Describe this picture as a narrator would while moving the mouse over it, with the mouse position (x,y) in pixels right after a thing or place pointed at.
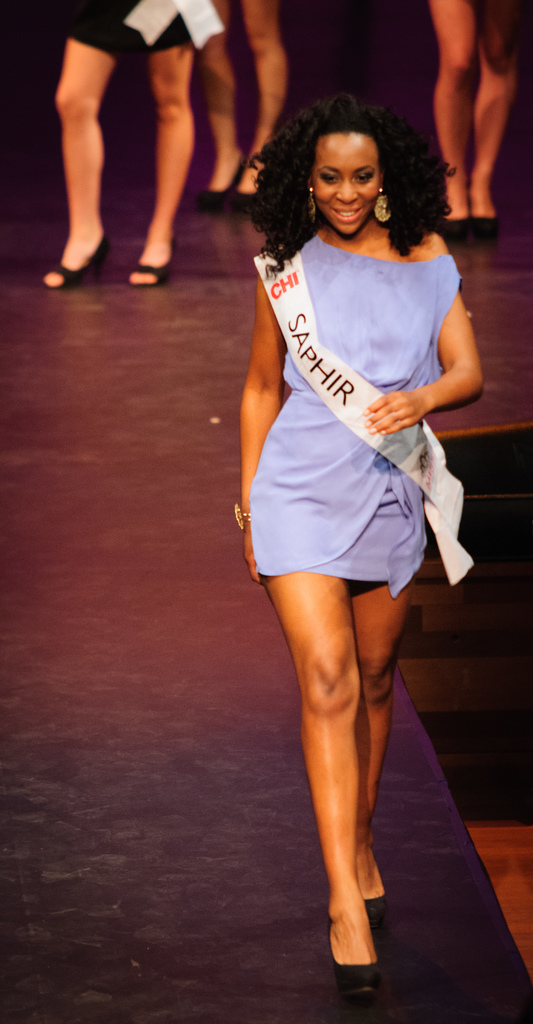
In the picture I can see a woman (335,481) wearing a violet color dress (325,503) and sash (447,517) is walking on the ramp (185,785). In the background (498,50), I can see a few more women legs (101,169).
